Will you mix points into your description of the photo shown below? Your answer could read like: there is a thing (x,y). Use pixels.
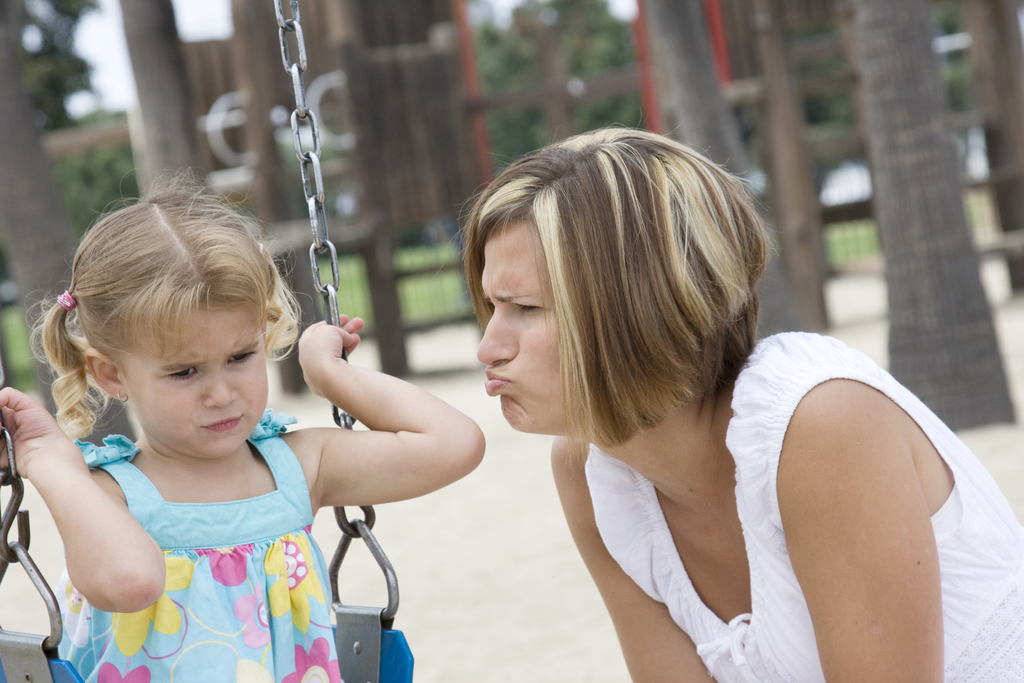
In this picture we can see a person (647,491) is standing on the path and a kid (254,634) is sitting on the swing (50,667). Behind the people (410,450) there are trees (50,113), tree trunks (674,59) and some blurred objects (551,92).
